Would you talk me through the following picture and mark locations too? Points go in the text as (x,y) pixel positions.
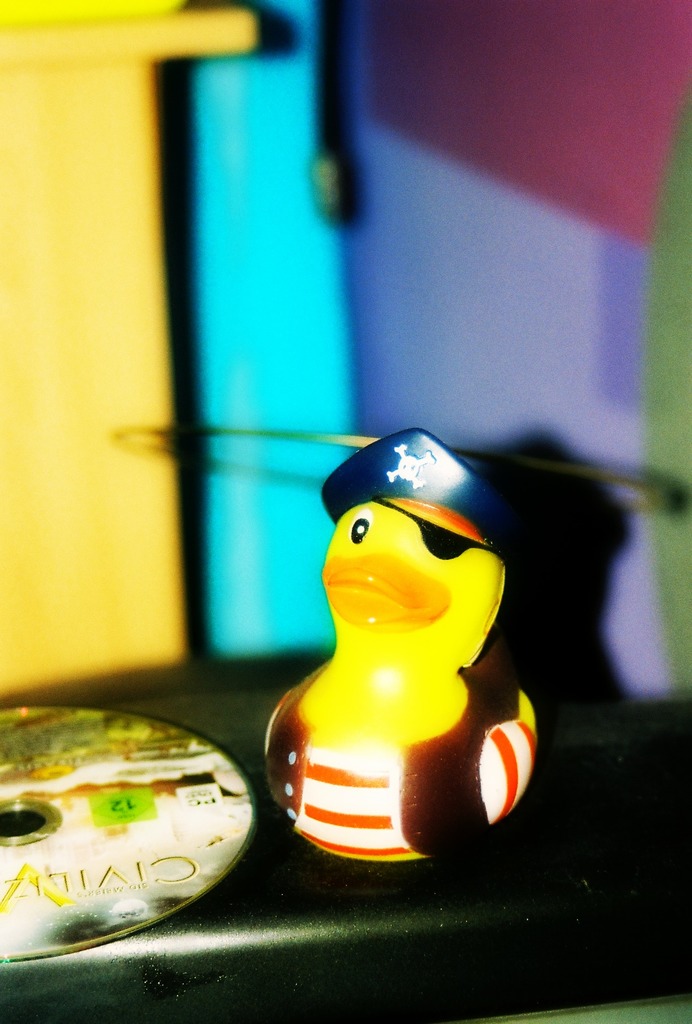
In this picture there is a small yellow color duck toy (464,708), placed on the table top (380,911). Behind there is a blur background (570,259).
